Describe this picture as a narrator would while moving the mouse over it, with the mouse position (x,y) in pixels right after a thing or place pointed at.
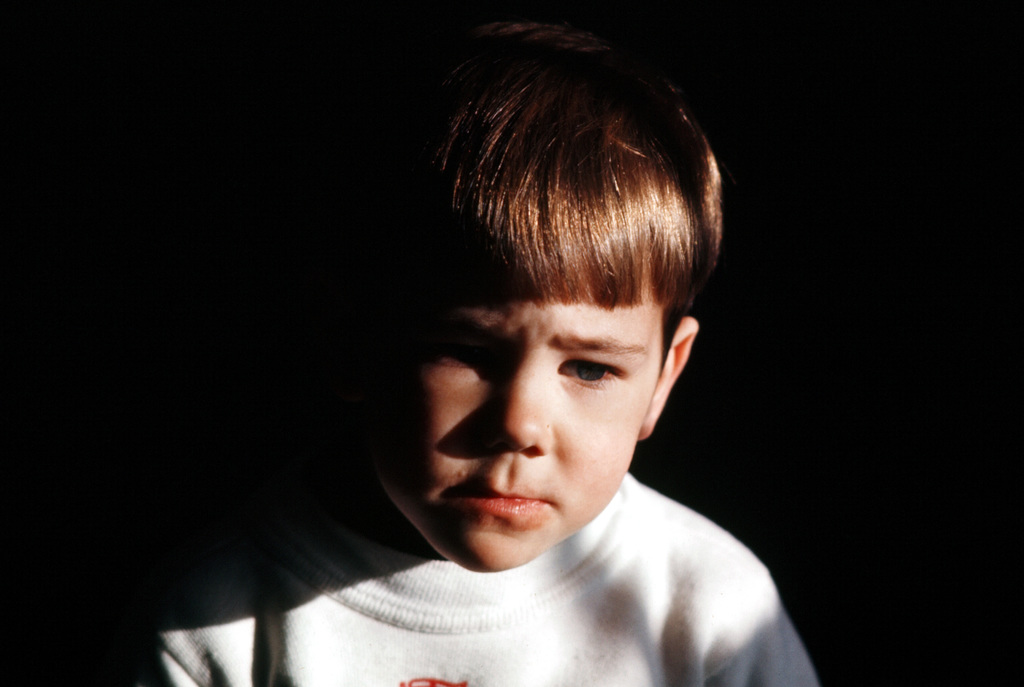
In this image, I can see a boy (485,568) with a white T-shirt (582,585). The background (1004,548) looks dark.
